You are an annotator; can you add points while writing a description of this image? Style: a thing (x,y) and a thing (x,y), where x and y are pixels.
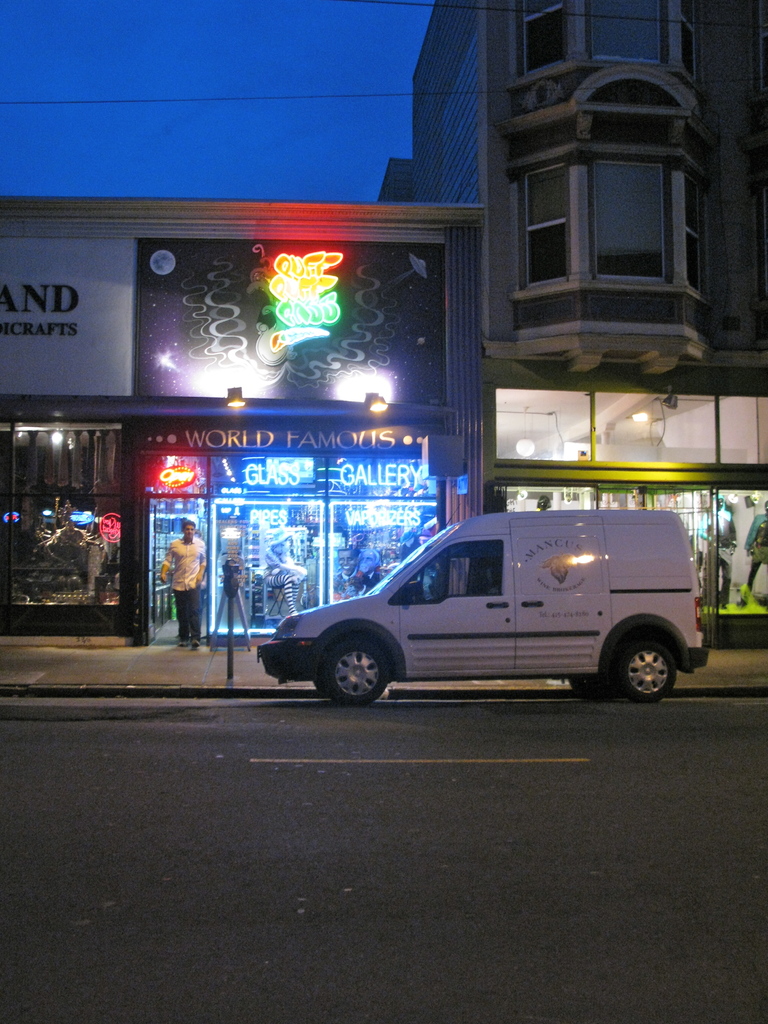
In the image we can see the building (402,412) and the windows (661,218) of the building (614,219). Here we can see LED poster (231,334) and text (44,302). We can even see the vehicle (480,657) and there is a person (186,617) standing, wearing clothes (186,607). Here we can see electric wire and the sky (203,121).
